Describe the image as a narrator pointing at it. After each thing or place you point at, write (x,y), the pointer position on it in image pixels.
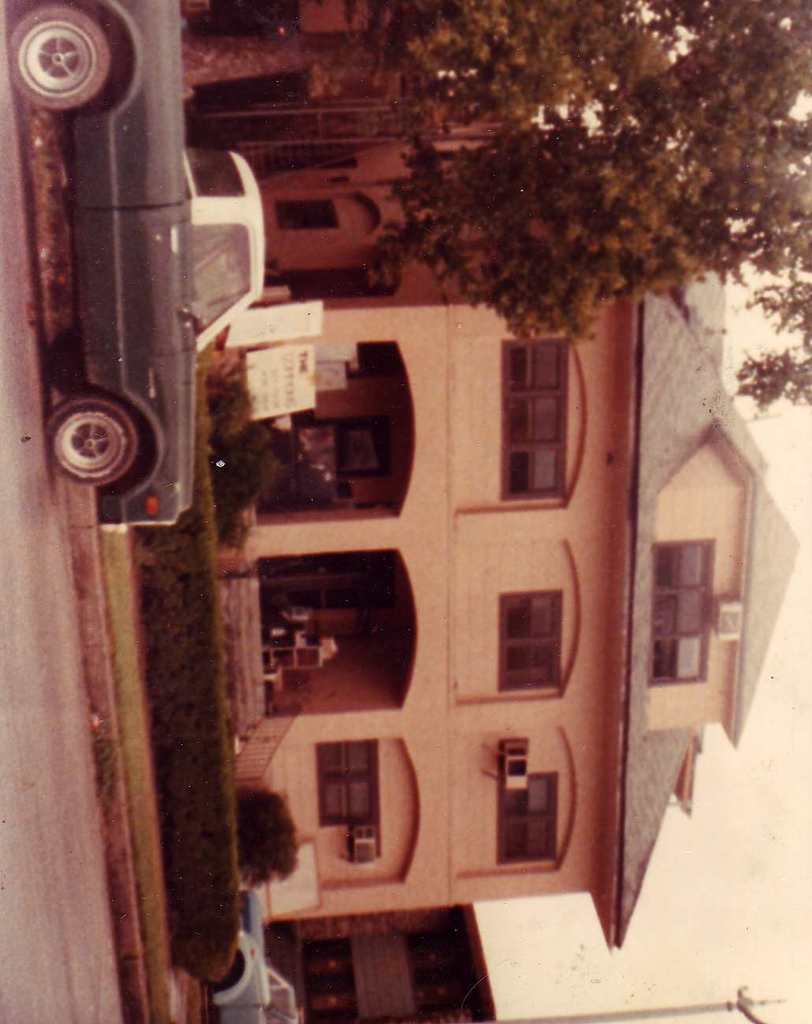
This is a vertical image, there is a building (447,542) in the back (475,629) with plants (177,621) and trees (503,188) in front of it and few cars (253,976) parked on the road (56,801) and above its sky (726,853).
